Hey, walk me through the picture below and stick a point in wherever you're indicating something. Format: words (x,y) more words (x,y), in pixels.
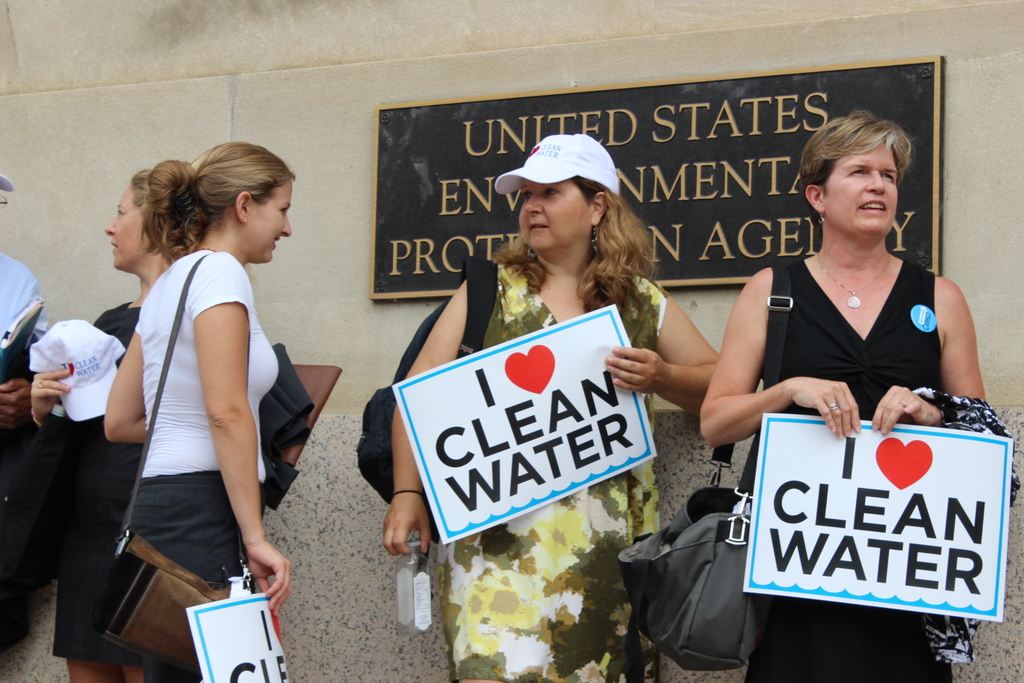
In this image few women (186,348) are standing. Behind them there is a wall (661,60) having a board (744,96) attached to it. Few women (942,354) are holding posters (817,450) in their hands (844,430). Middle of the image (575,255) there is a woman (575,551) carrying a bag (386,441). She is wearing a cap (592,166). Left side (82,365) there is a woman (79,496) holding a cap (72,373). Beside her there is a person (21,380) holding an object (13,368) in his hand (18,403).
